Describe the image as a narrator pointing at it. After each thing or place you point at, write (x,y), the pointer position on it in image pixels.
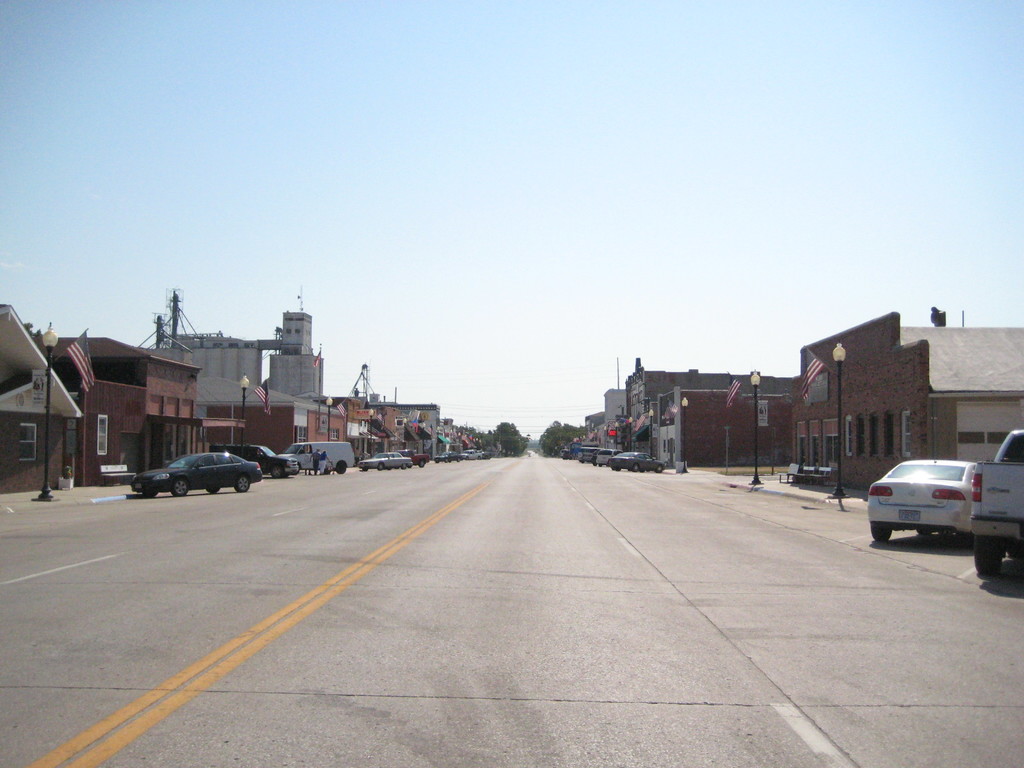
There is a road (366,554). On the sides of the road (384,632) there are vehicles (920,509), buildings (286,394), light poles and flags (263,388). On the buildings (120,419) there are windows (847,446). In the background (533,175) there is sky (598,158).
